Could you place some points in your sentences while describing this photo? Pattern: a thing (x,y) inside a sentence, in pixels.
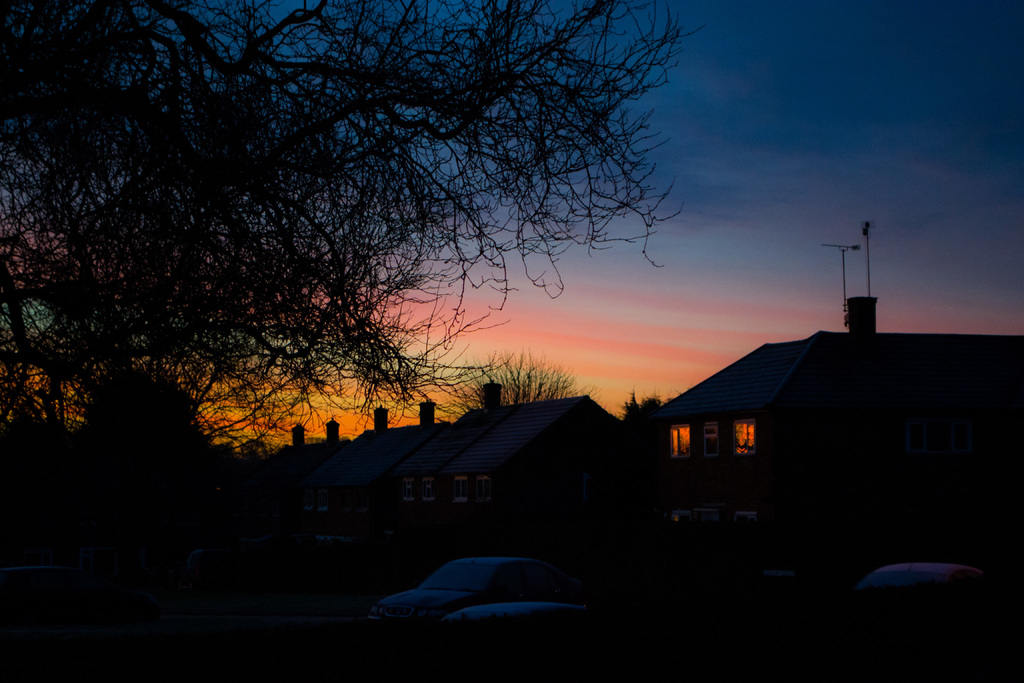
This image is taken during night time. In this image we can see the houses (842,338), trees (278,125) and also a car (472,566). Sky (670,165) is also visible. We can also see the pole (868,271).
